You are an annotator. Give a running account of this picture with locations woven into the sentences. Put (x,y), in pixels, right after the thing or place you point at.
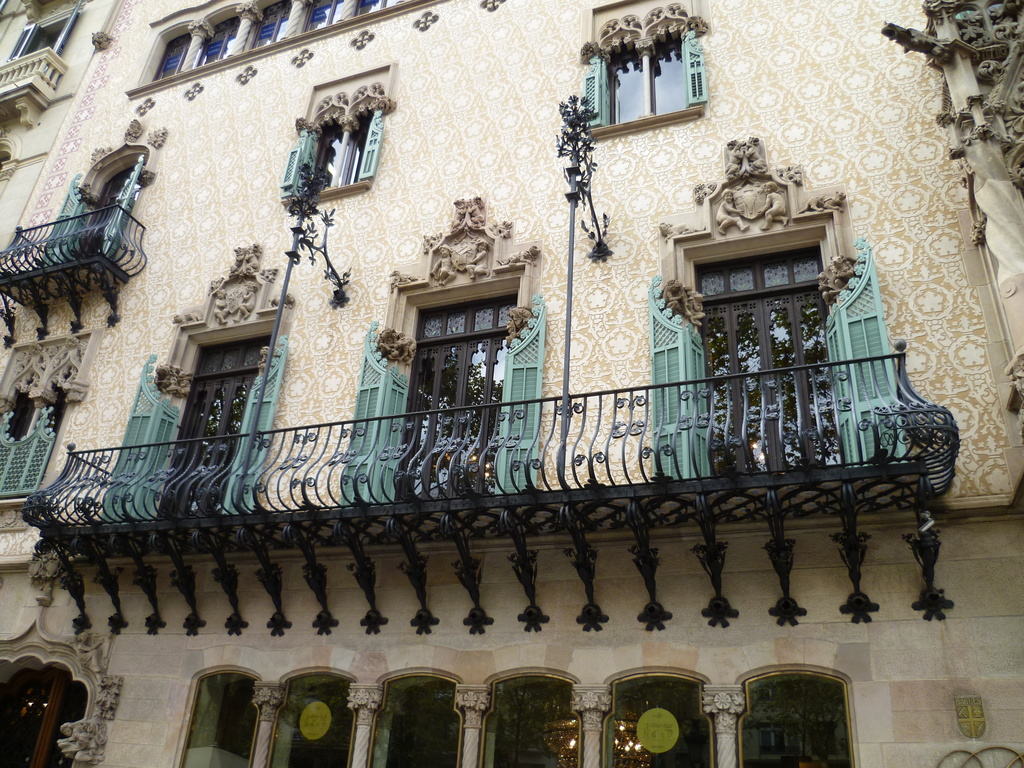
In this picture we can see a building (174,309) with windows (617,66) and balconies (72,229). In the balcony (244,463) there are poles (305,202). There are carvings (930,46) on the wall (865,110). At the bottom of the image (567,722), it looks like a chandelier (573,751) inside a building (580,748).
